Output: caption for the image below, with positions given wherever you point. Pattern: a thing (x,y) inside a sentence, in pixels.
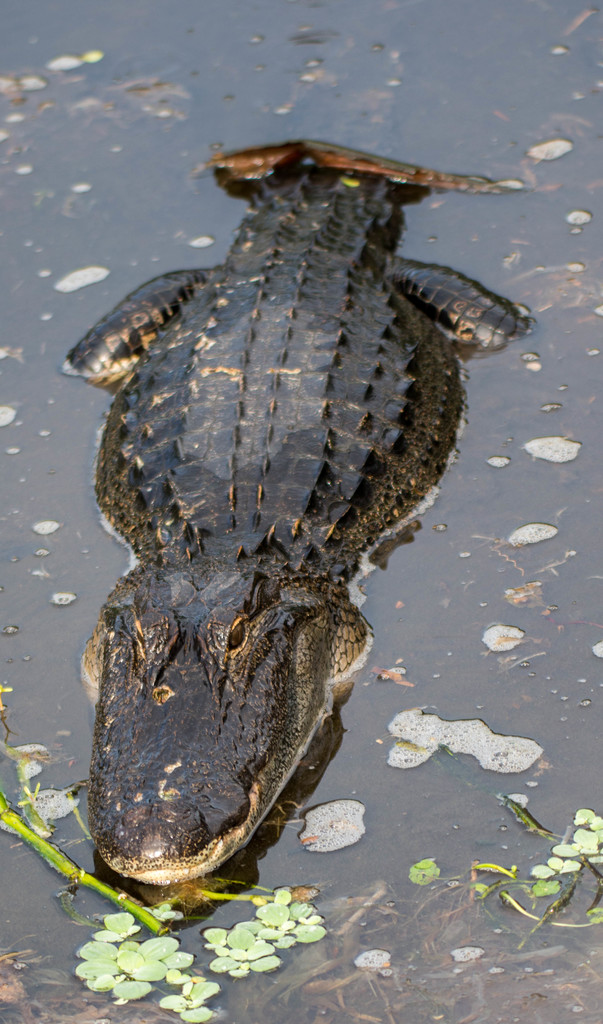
In this picture we can see water (413,707) at the bottom (350,784), there is a crocodile (224,699) and some leaves (221,942) in the water (510,848).
